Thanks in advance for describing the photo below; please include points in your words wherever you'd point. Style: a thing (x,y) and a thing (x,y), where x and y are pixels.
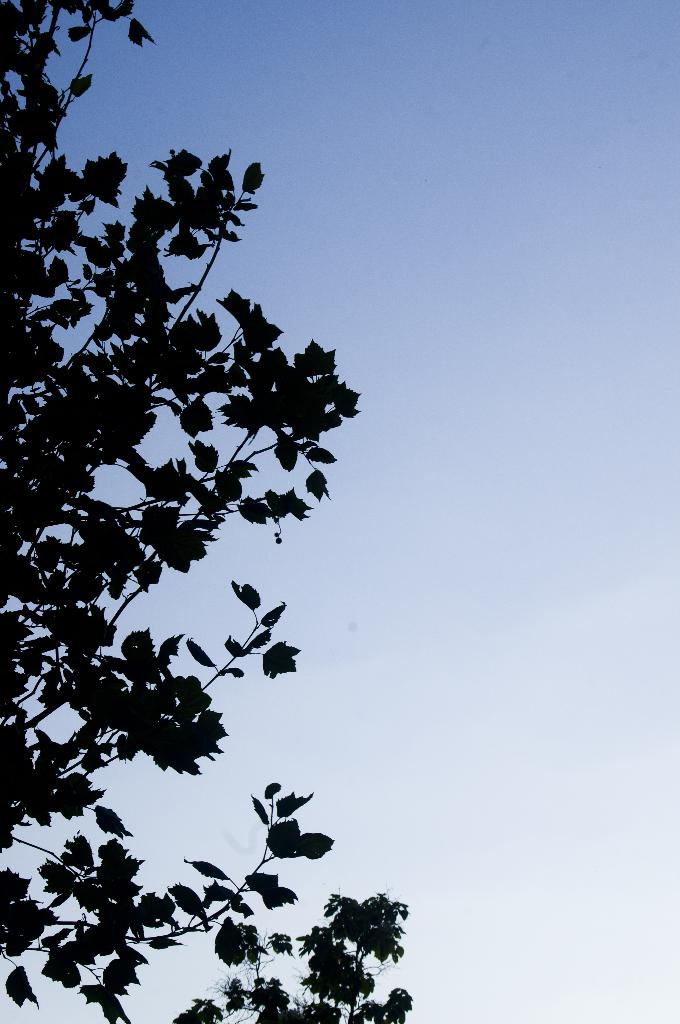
In this image I can see the trees (173,524). In the background (330,652) I can see the sky (327,42).
